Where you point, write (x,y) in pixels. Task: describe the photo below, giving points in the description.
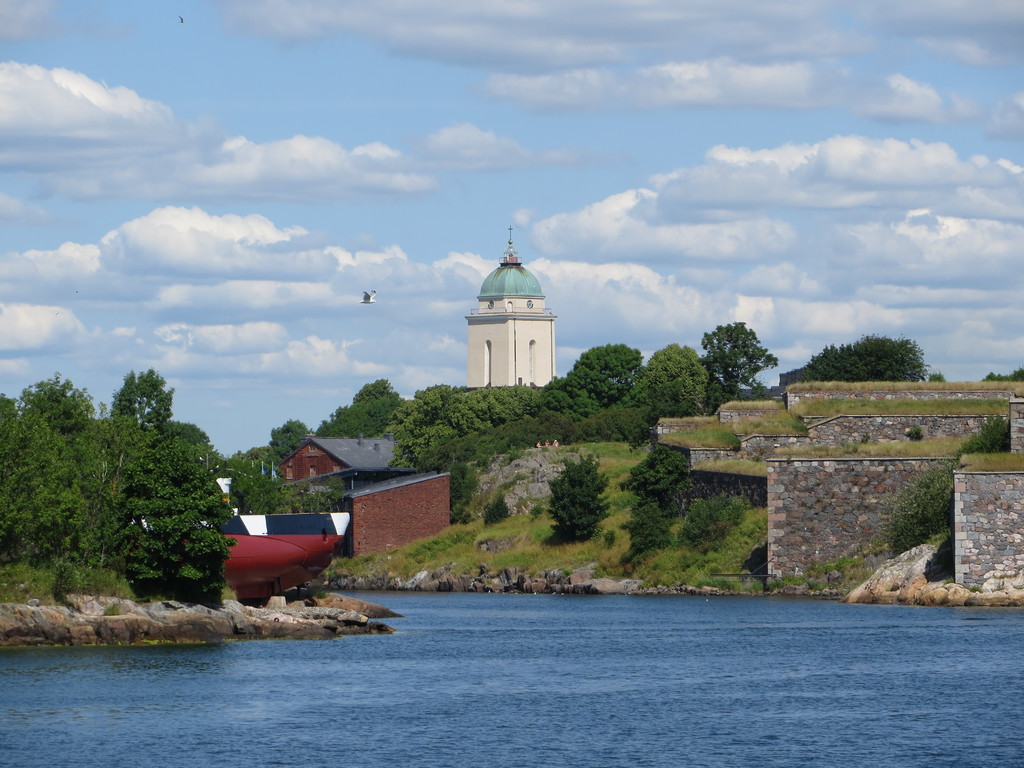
In this image I can see few buildings (373,480), trees (912,519), wall (838,535), grass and the water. I can see the maroon, white and blue color object (267,535) and the sky (314,218) is in white and blue color.
